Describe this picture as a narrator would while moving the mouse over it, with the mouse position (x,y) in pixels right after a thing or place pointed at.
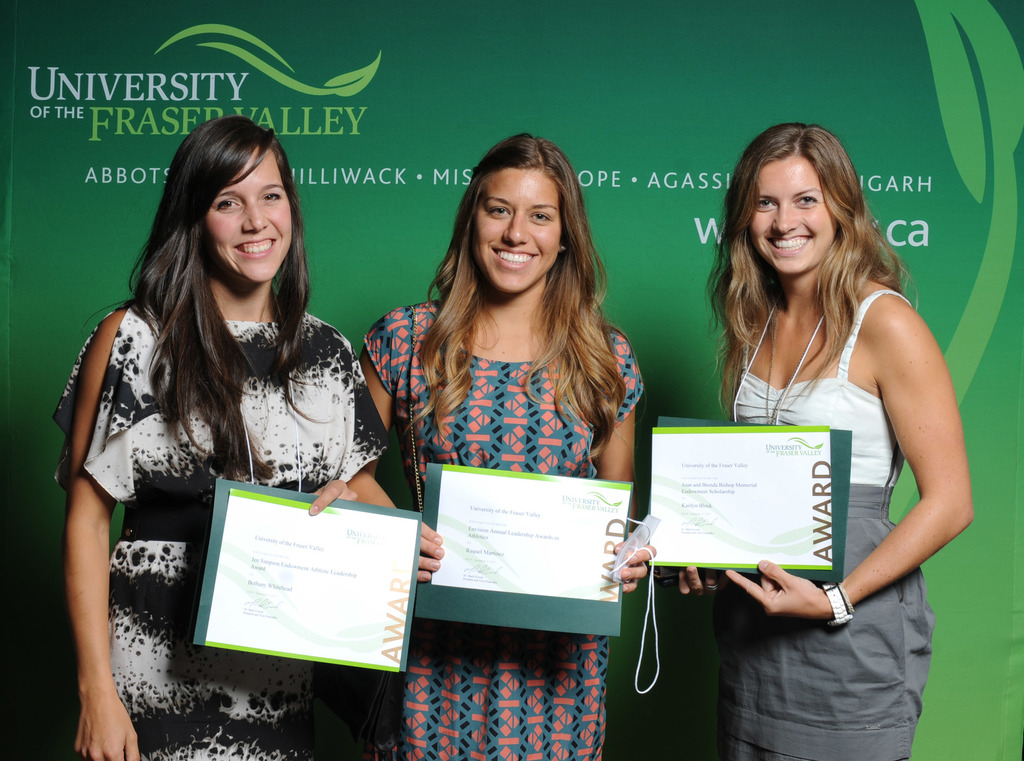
In this picture, we can see three ladies (811,658) holding posters (387,529) and in the background (719,66) we can see a green color poster (524,128) with some text (654,181) on it.
